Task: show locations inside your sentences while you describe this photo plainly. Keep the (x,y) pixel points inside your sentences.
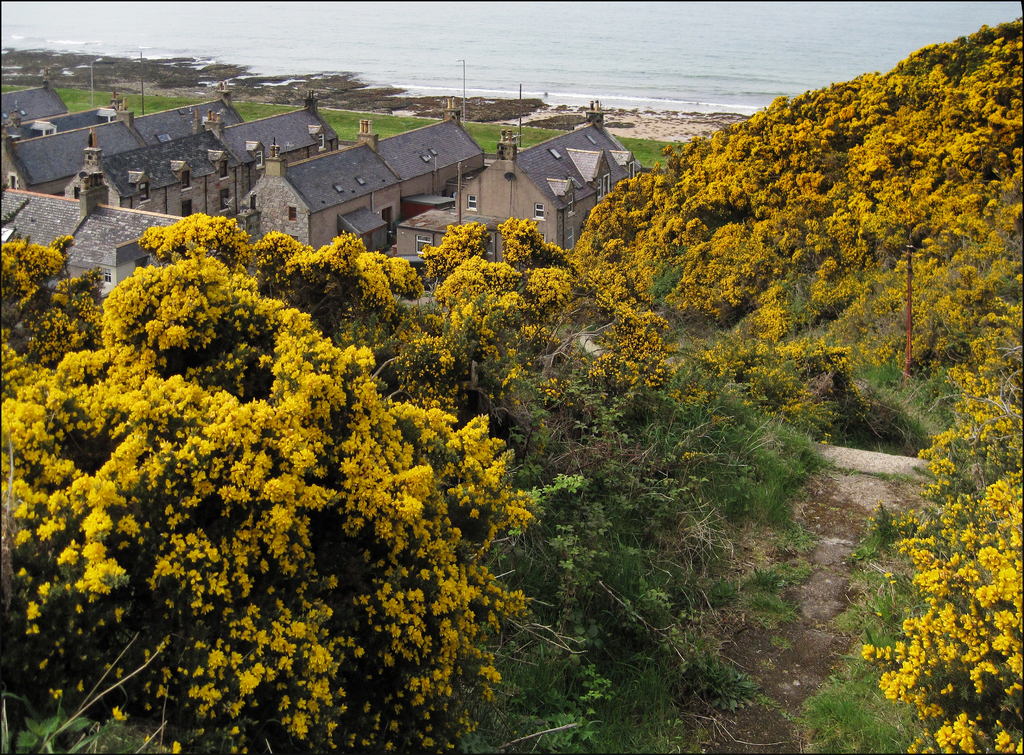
In the image we can see some trees (965,565) and flowers (1015,539). At the top of the image (193,196) there are some buildings (401,197) and grass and water (802,83).
